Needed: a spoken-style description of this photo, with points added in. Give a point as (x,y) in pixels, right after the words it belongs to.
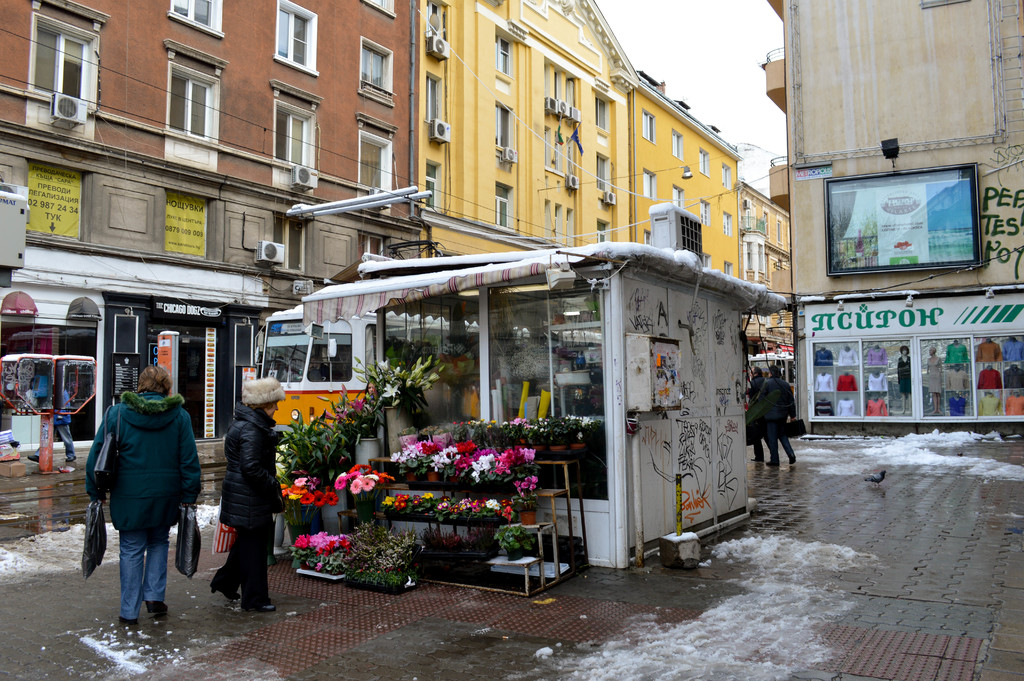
In the picture we can see a path (967,599) on it, we can see a flower bouquet shop (563,483) with bouquets (412,541) are placed out of the shop (541,512) on stands (526,568) and besides, we can see a person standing and looking at the bouquets (519,476) and one person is walking holding a bag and in the background (623,177), we can see some buildings (501,243) which are yellow and brown in color with windows (205,122), and glasses (856,341) to it and besides we can see another building (800,75) with a screen (957,220) and we can also see a sky (695,63).
